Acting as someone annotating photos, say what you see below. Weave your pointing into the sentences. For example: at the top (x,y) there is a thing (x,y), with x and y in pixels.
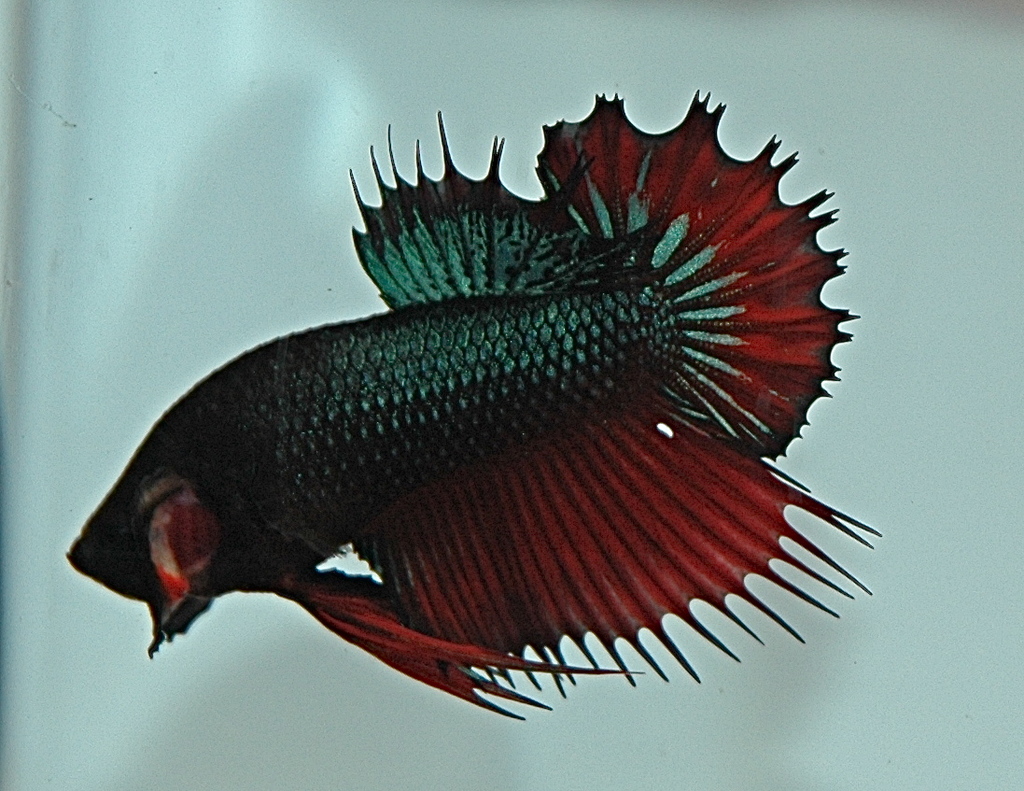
In this image we can see a fish (417,342) in water (789,653).
